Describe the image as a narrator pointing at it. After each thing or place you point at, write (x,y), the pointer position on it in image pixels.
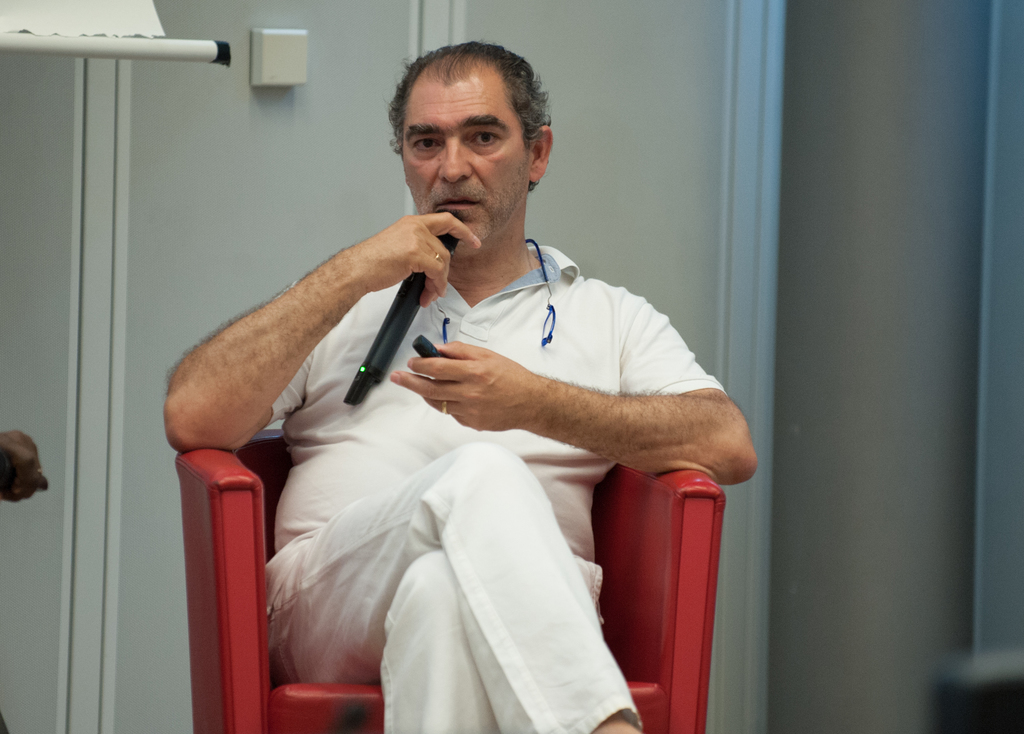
In this image we can see a man (338,564) sitting on the chair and holding a mic (401,321) in one of his hands (389,253).
